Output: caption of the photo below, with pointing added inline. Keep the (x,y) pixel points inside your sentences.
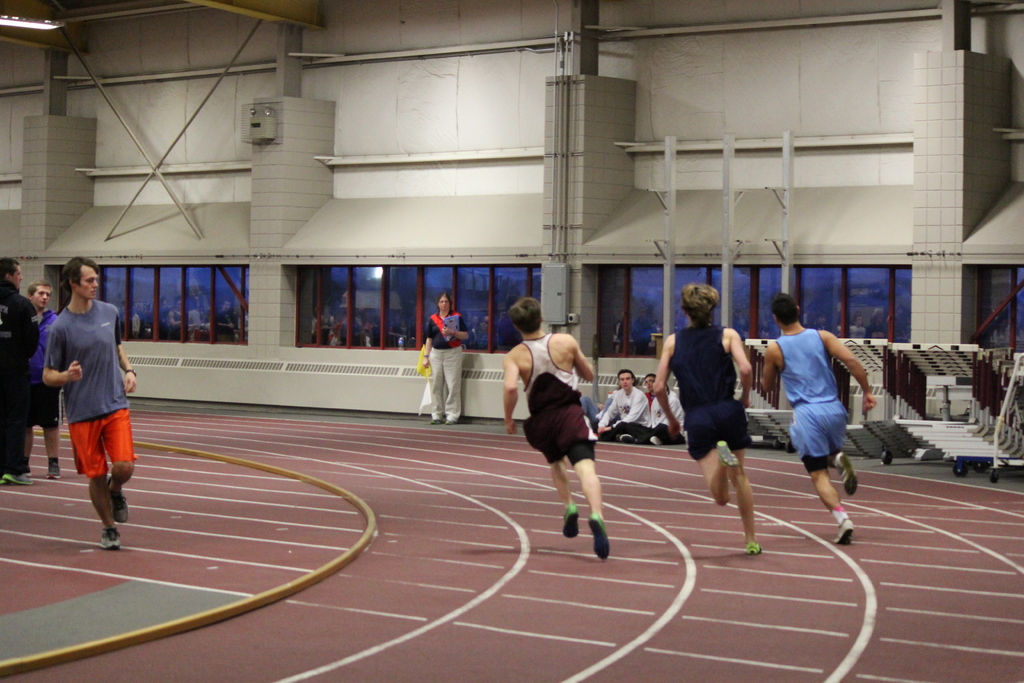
On the right side (798,406), there are three persons (544,390) in different color dresses (537,386), running on three different paths (802,541). On the left side (104,475), there is a person (89,324) in a gray color t-shirt (112,308), running on the floor (102,561), on which there are white color lines (56,563). In the background (18,287), there are other persons (427,341). Some of them are sitting, there are glass windows (346,340), a light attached to the roof (67,24) and there are other objects (565,291).
